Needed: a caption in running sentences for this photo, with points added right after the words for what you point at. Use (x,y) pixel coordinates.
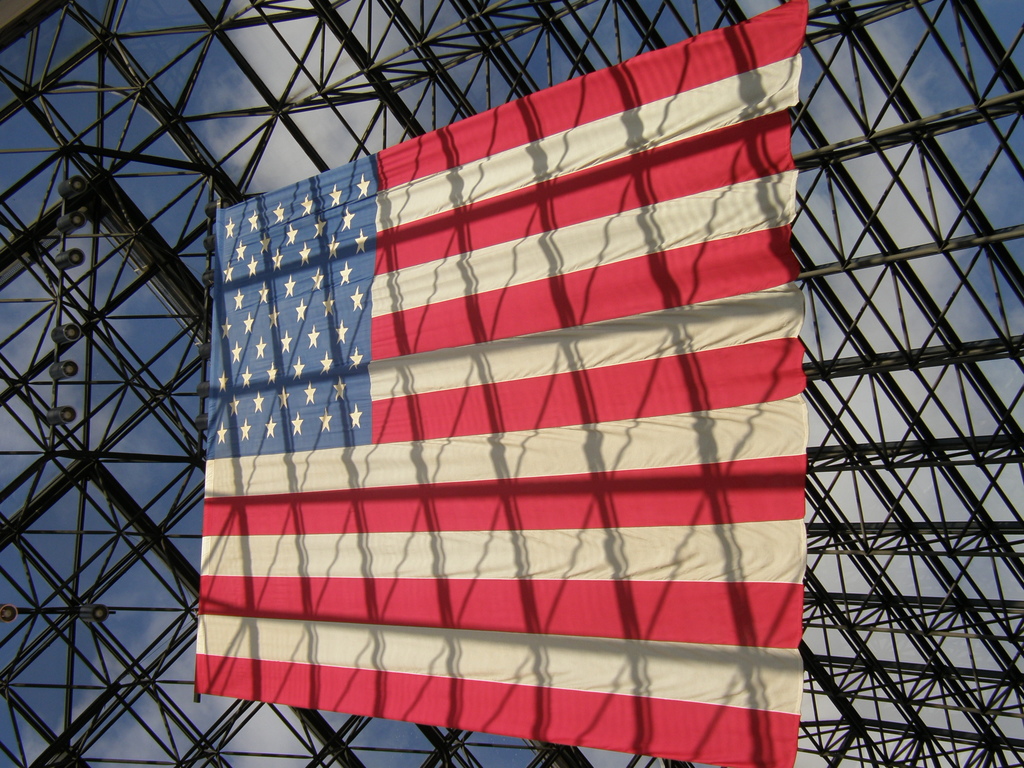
This picture shows a flag (776,312) on the metal frame (92,287) and we see lights (68,194) and a cloudy sky (591,13).
